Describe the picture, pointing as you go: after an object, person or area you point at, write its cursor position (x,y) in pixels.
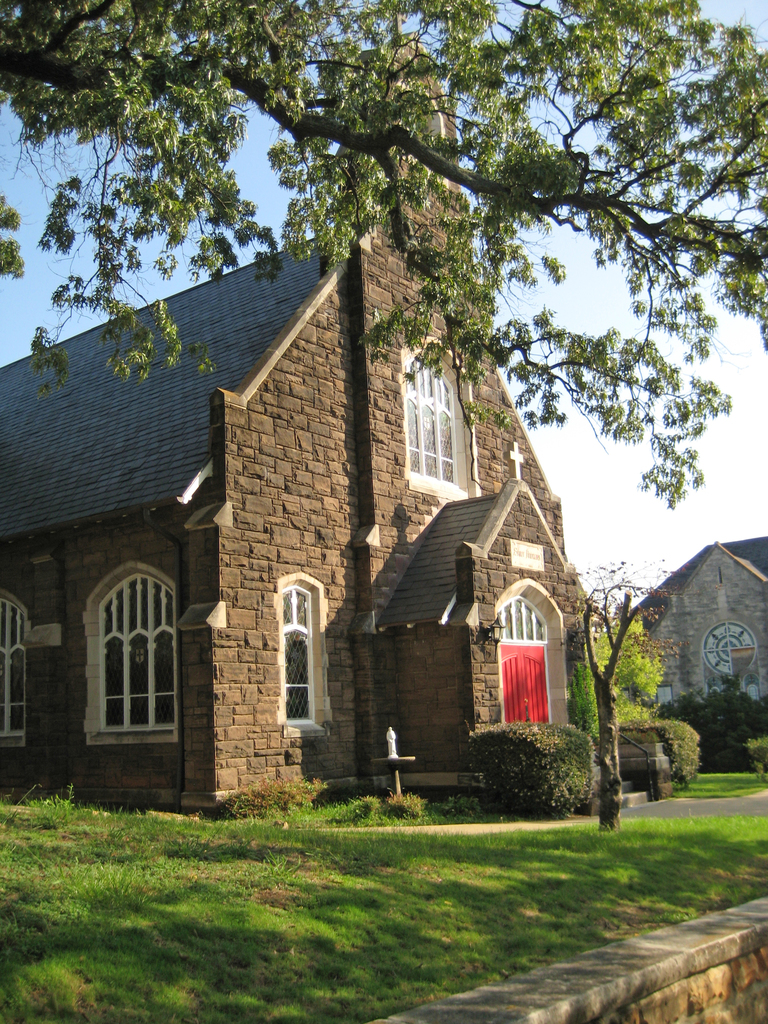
In this image there is grass (520,839), plants (522,804), trees (596,11), buildings (259,635), sky (583,542).
